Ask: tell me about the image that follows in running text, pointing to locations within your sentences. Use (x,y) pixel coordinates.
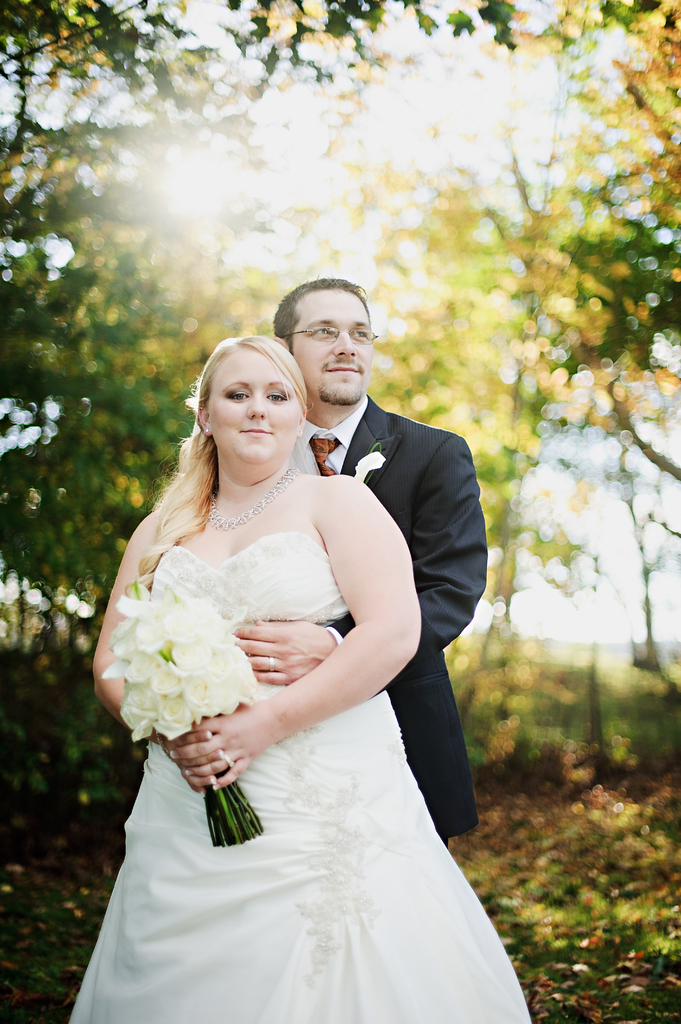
In this image I can see two people (461,731) are standing and wearing black and white color dresses (319,610). One person (234,875) is holding the bouquet (194,628). Back I can see few trees (373,288) and the sky (266,196) is in white color.
